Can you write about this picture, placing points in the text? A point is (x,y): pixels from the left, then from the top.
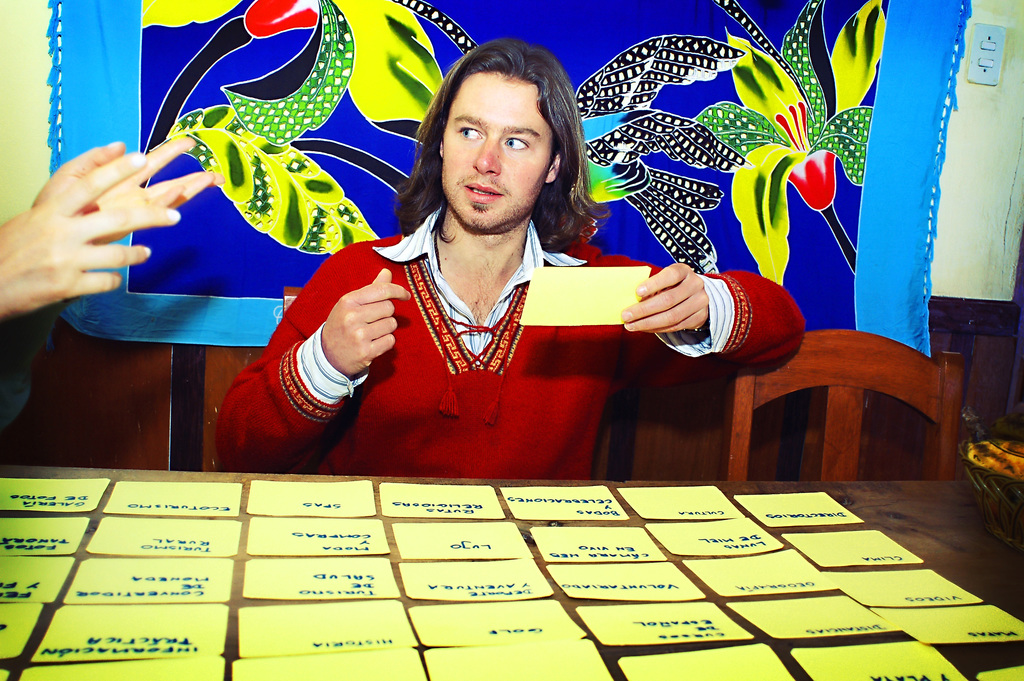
On the background of the picture (44,97) we can see a wall (33,98) and this is a bed sheet (584,90). Here we can see one man (388,270) sitting and staring at some other person (74,239) and he is holding a yellow color paper (609,305) in his hand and on the table (924,518) we can see some papers (611,579) and there is something written on it.
